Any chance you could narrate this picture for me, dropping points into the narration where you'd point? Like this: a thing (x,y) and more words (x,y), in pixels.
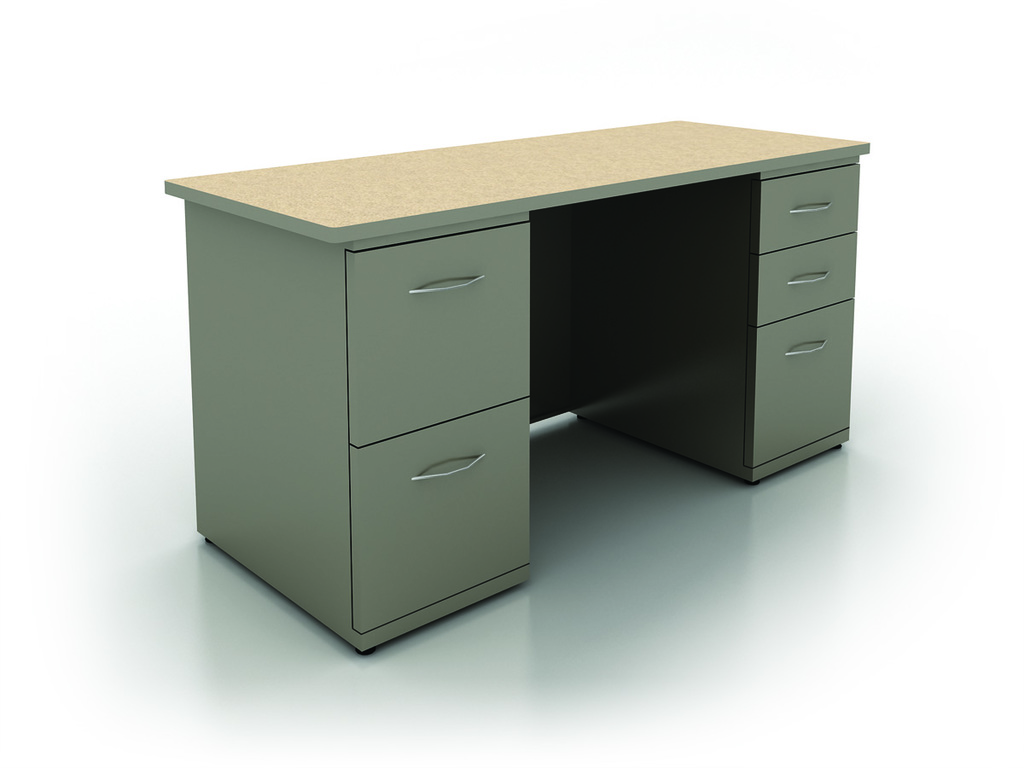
In this picture I can see a table (319,185) in front (261,556), which is on the white color surface (915,690) and I can see the white color background (701,4).
